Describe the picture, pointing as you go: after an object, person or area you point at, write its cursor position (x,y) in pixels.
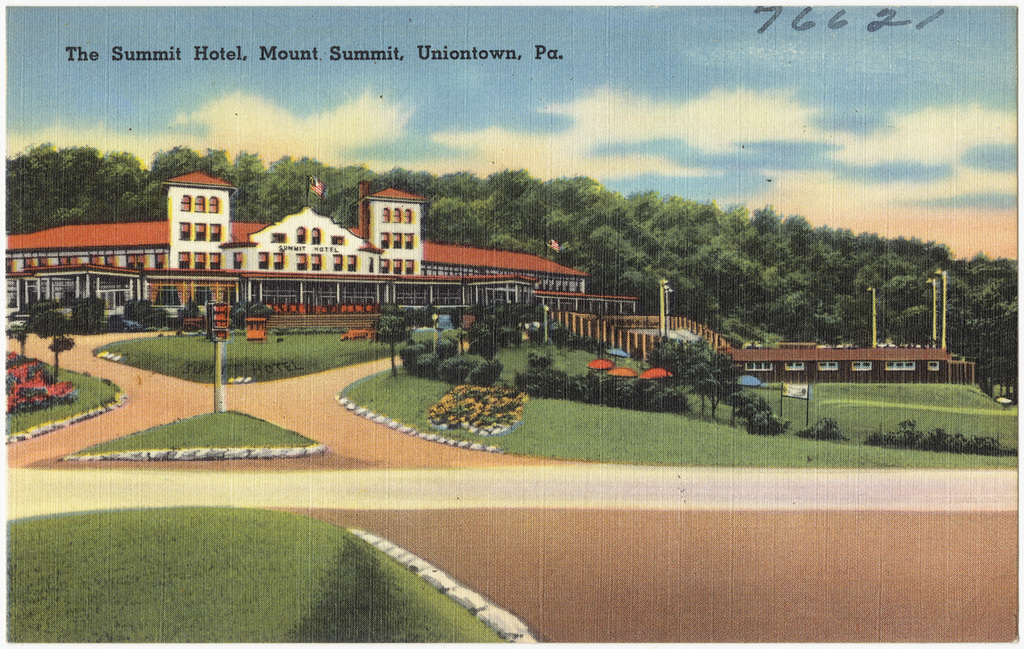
It is a poster. In the center of the image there is a road (487,461). At the bottom of the image (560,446) there is grass (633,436) on the surface (545,407). There are plants (610,377). In the background of the image (348,284) there are buildings (364,287), trees (612,258), flags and sky (645,61).
